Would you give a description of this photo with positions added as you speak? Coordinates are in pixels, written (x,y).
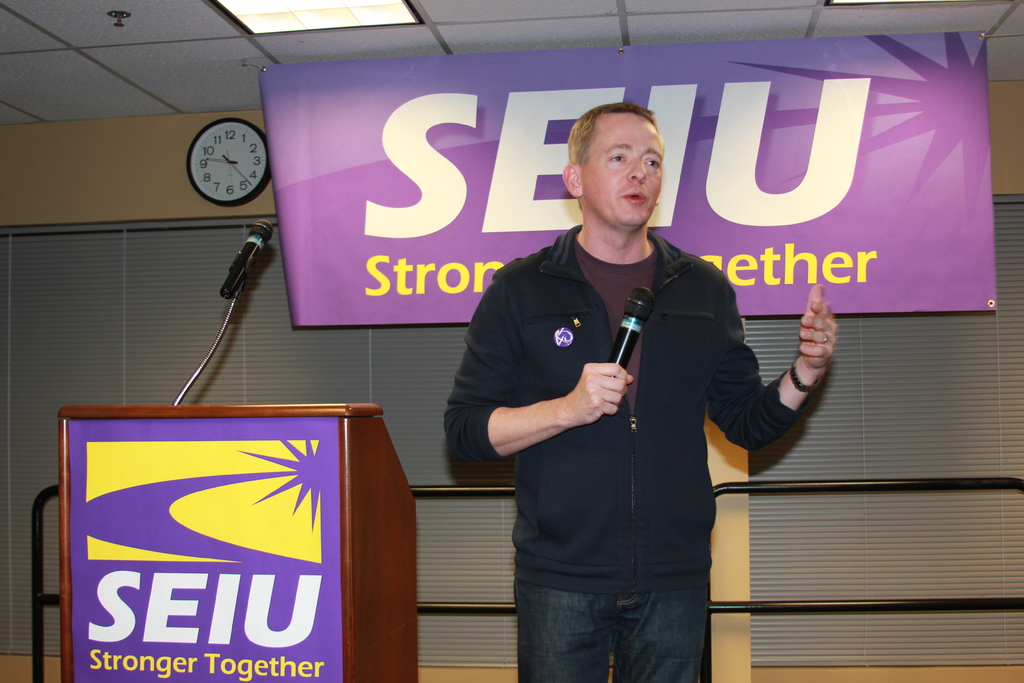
In this image, at the left side (71,587) there is a brown color object (366,430), on that there is a purple color poster (84,596), on that poster (84,595) there is SEIU STRONGER TOGETHER written, at the middle (682,372) there is a man (677,477) standing and he is holding a black color microphone (637,337), at the background (312,175) there is a purple color poster (898,48) and there is a white color clock (196,175) on the wall (191,125), at the top (200,78) there is a white color roof (188,90).
